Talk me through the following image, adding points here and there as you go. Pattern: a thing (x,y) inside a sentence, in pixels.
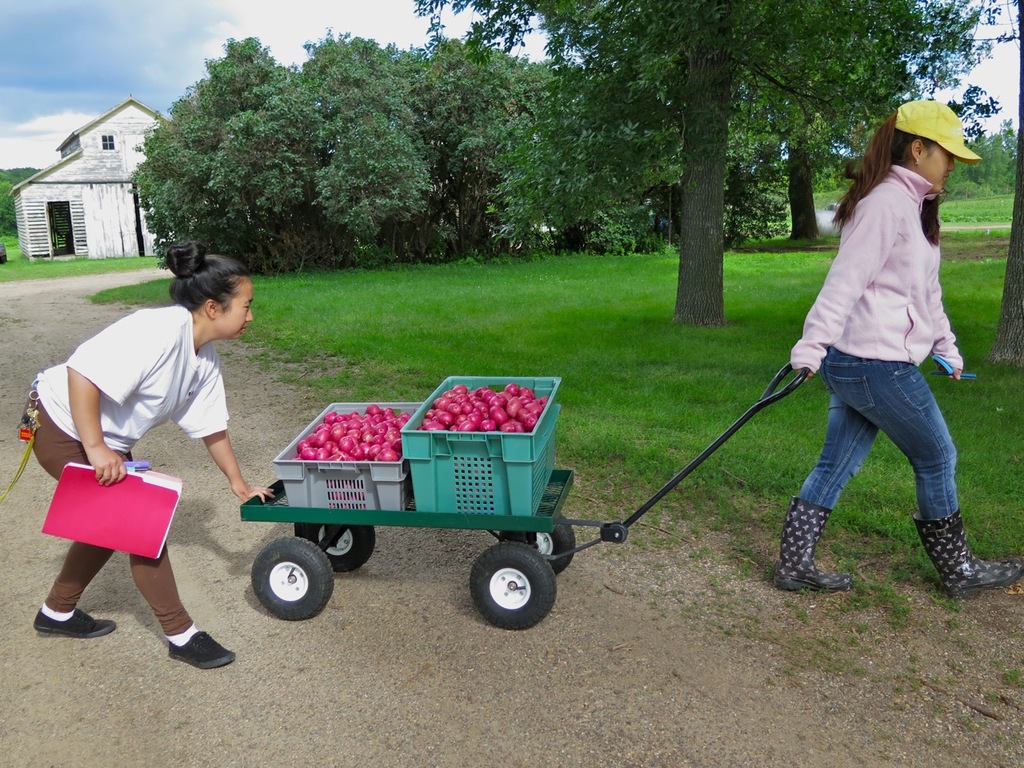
There is a person (169,391) wearing a white t shirt (69,411), brown pant (52,456) and holding book (160,517) and pens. There is a trolley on which there are 2 baskets (388,474) of potatoes (368,433). A person (894,332) is holding it wearing a cap (918,124), pink t shirt (897,282), jeans (929,482) and boots (963,550). Behind her there is grass (438,279), trees (858,60) and a house (103,219) at the left (134,216) back.
